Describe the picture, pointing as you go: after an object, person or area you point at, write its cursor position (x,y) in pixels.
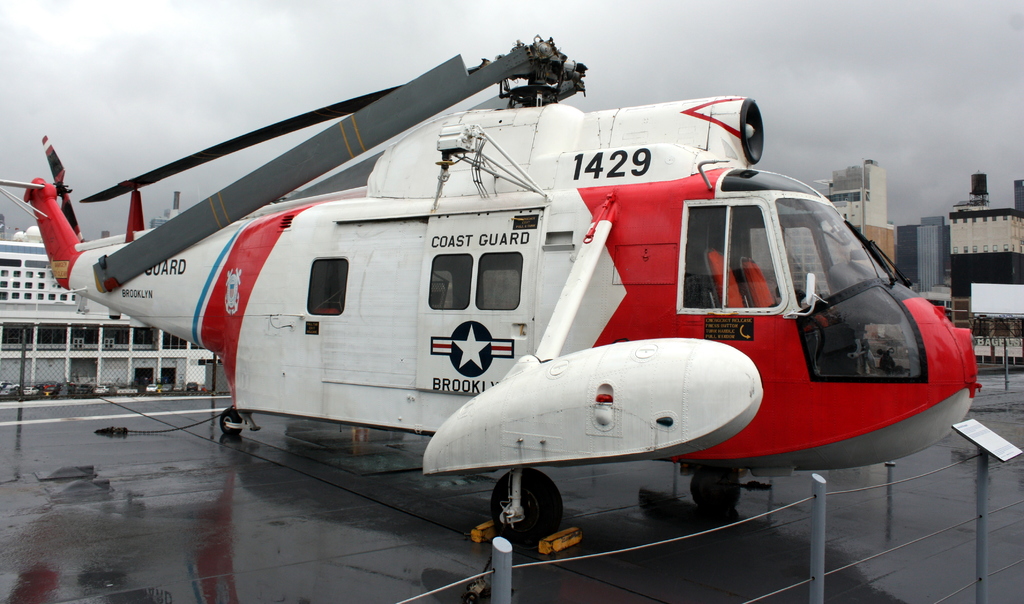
In this image we can see a helicopter (956,402), iron rods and a board (989,442) in front of the helicopter (954,417) and in the background (170,380) there are a few buildings (153,368) and vehicles (142,387).
